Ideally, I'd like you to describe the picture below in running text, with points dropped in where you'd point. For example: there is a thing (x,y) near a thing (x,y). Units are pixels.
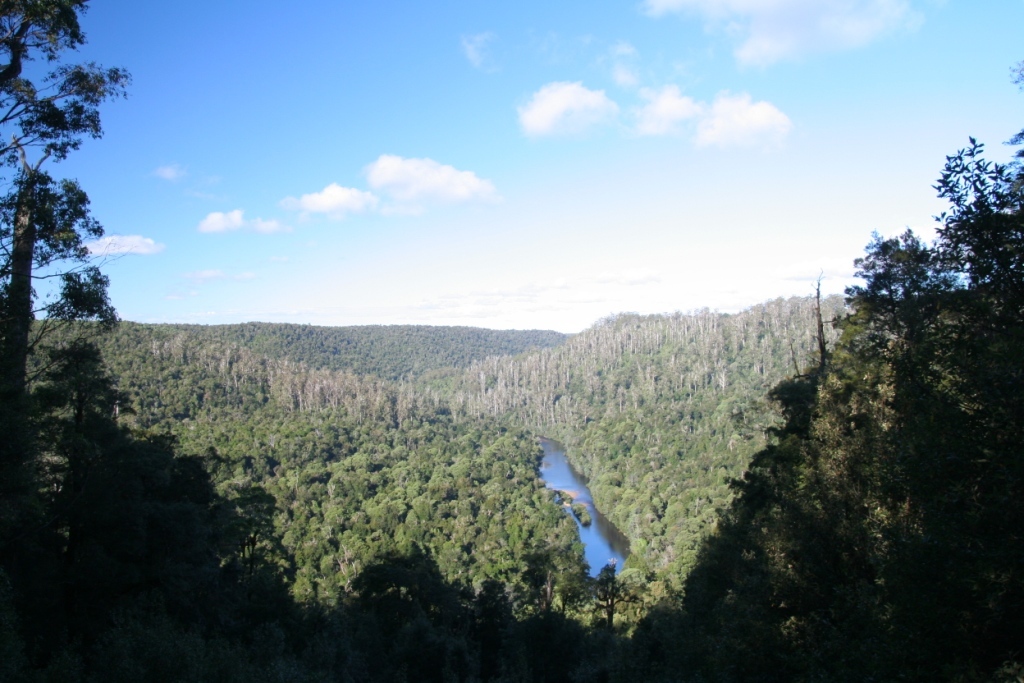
In this image we can see sky (525,145) with clouds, trees (539,415) and a river (551,447).
